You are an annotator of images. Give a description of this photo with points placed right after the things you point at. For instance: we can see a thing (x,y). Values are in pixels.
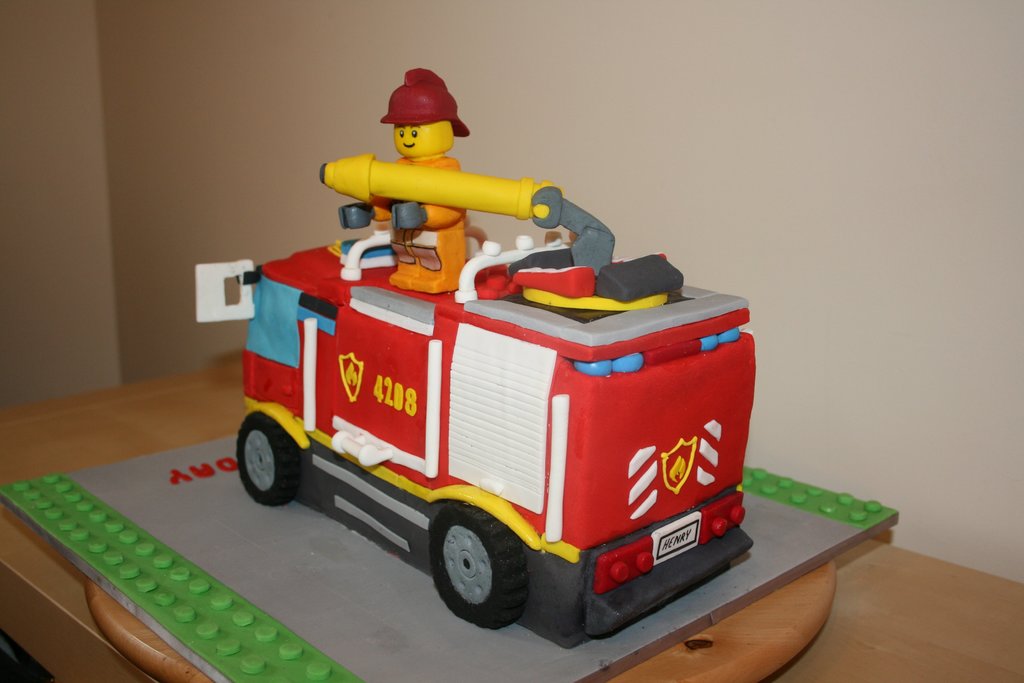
In this image there is a cake (727,363) on the wooden board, which is in the theme of Lego boards (222,609), and in the background (207,230) there is a wall (784,221).
